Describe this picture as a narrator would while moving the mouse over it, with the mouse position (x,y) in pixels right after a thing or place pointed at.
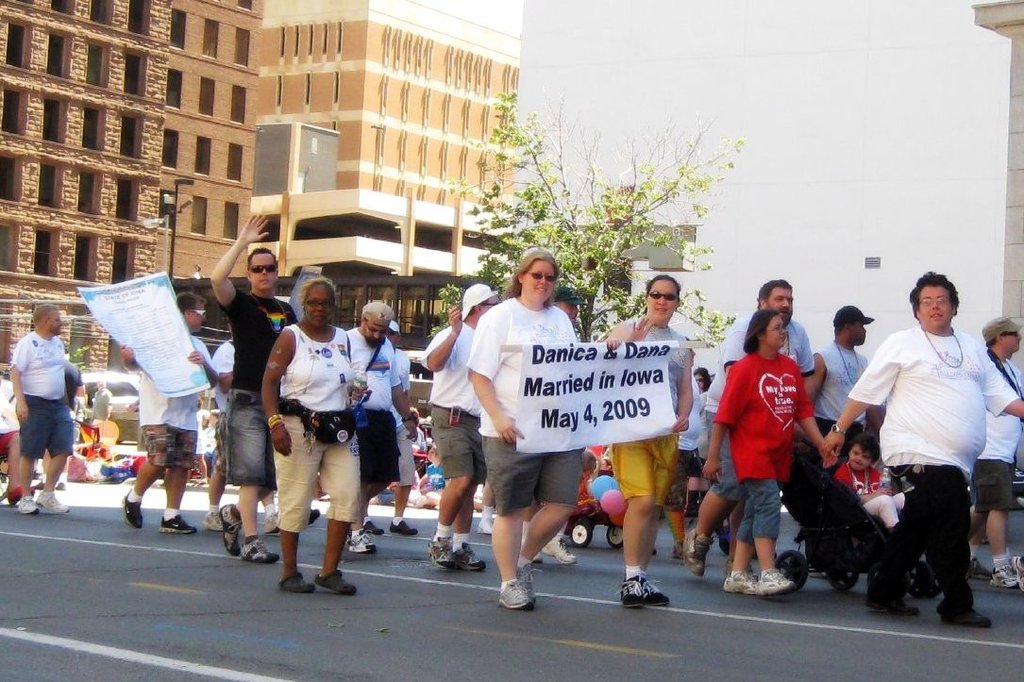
In the image in the center (343,451) we can see group of people (872,376) were walking on the road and few people (184,296) were holding banners (564,362). In the background (400,320) we can see buildings (227,104), wall (1002,61), pillar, poles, vehicles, trees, road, baby wheel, balloons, few people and few other objects (576,534).
